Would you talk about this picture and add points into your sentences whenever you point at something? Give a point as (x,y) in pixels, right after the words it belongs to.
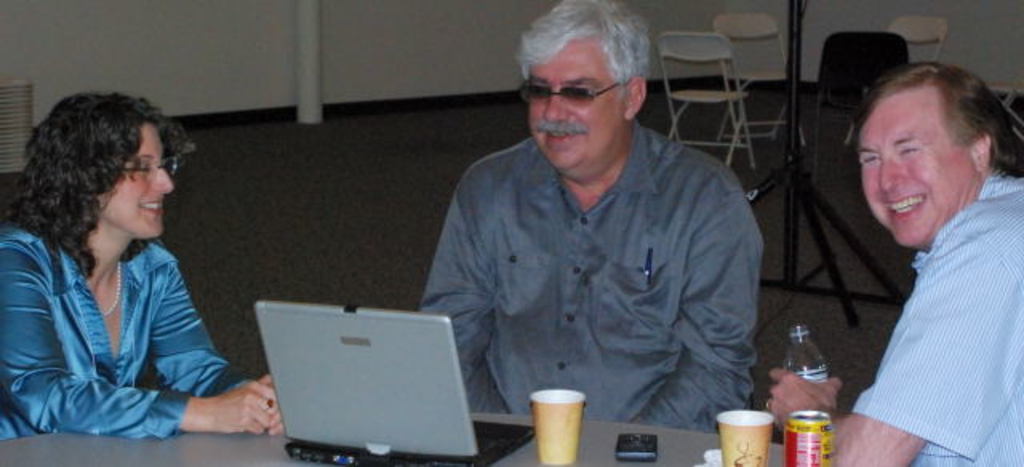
Here I can see two men (573,284) and a woman (64,300) are sitting around the table (221,441) and smiling. On the table (138,448) a laptop (303,396), glasses (552,453) and a mobile (618,451) are placed. The man (934,265) who is on the right side (917,294) is holding a bottle (810,372) in the hand (812,386). In the background (782,118) there is a metal stand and few chairs (778,29). At the top of the image (304,50) there is a pole (308,66) and a wall (417,27).
